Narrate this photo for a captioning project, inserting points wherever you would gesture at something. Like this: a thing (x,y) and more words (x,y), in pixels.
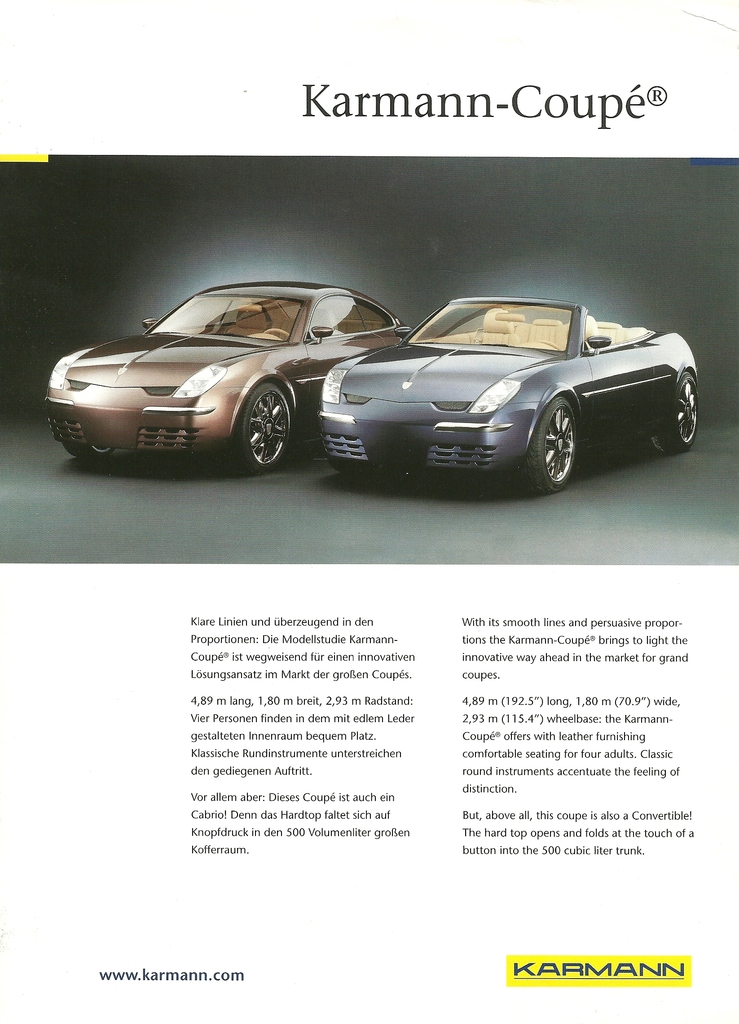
In this picture there are two cars (310,360) and there is something written above and below it.
